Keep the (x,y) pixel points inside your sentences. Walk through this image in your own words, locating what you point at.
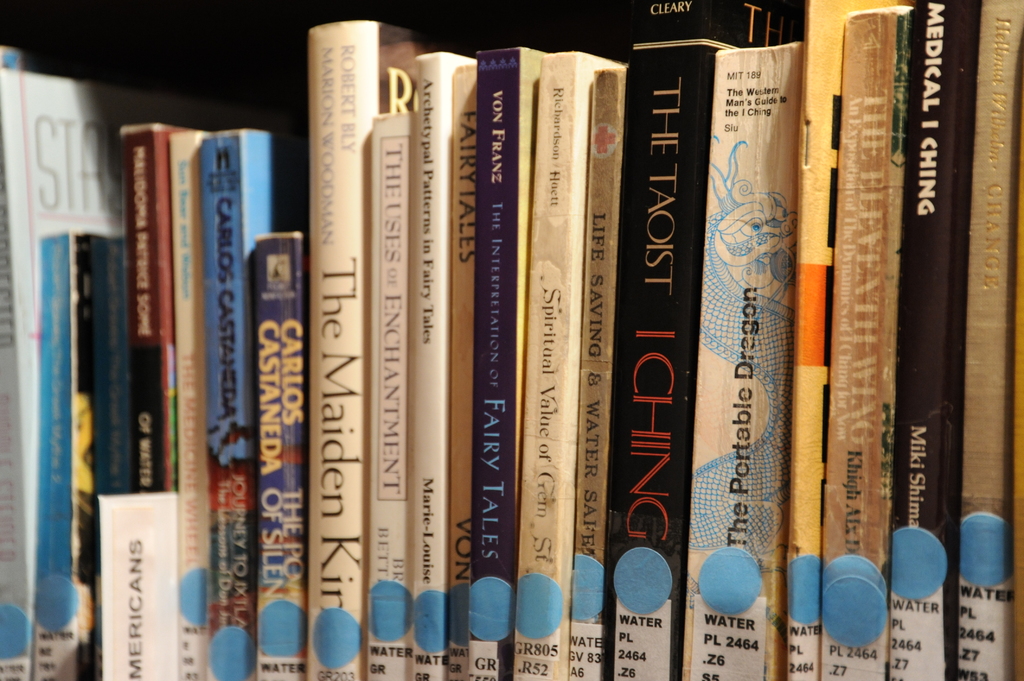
In this picture we can see a group of books (765,486) and in the background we can see it is dark.
